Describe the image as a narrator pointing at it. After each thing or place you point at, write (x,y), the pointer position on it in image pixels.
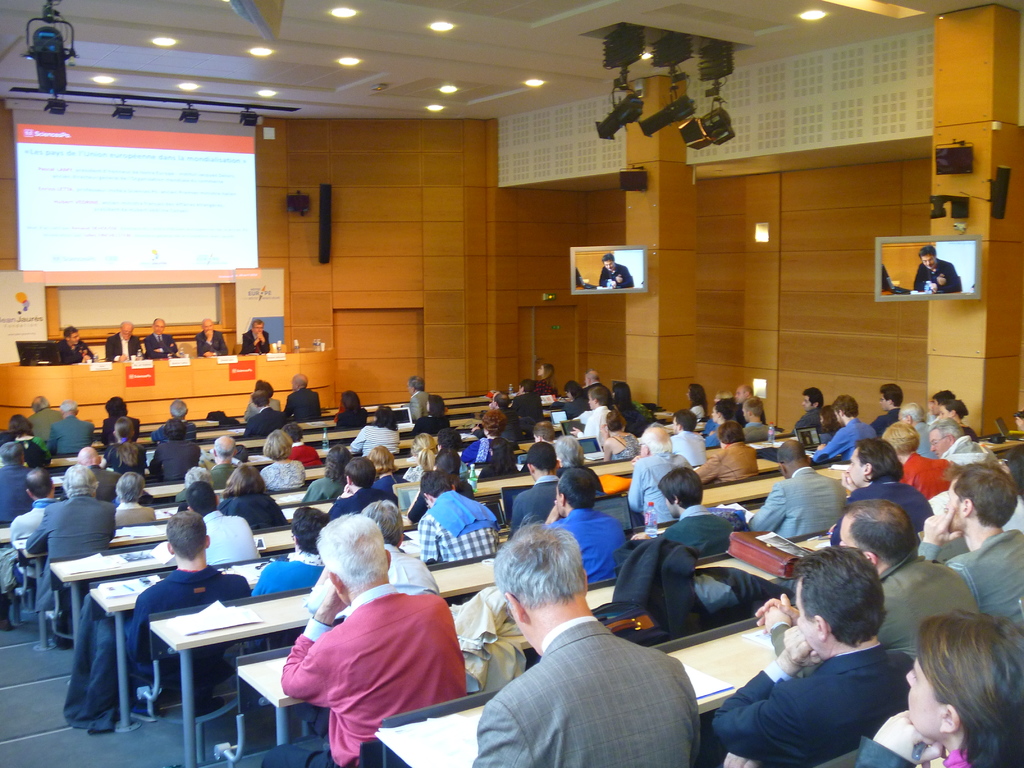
Here we can see that a group of people (225,448) sitting on the chair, and in front there is the table (86,385) and group of members (206,323) are sitting, and here is the projector (221,280), and here is the wall (389,194), and here is the lights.
